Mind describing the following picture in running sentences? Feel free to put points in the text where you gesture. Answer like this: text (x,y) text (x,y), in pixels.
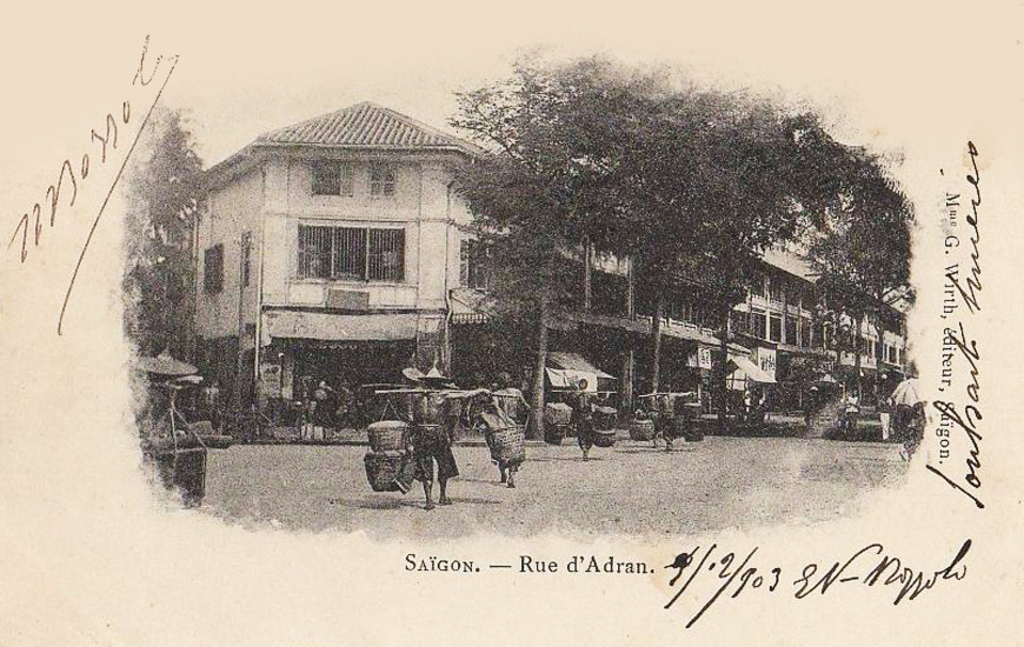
In this image, there is a picture (709,266) on the paper (896,137) contains persons (436,451), trees (643,195) and buildings (436,260). There is a text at the bottom (523,560) and on the right side of the image (957,295).
